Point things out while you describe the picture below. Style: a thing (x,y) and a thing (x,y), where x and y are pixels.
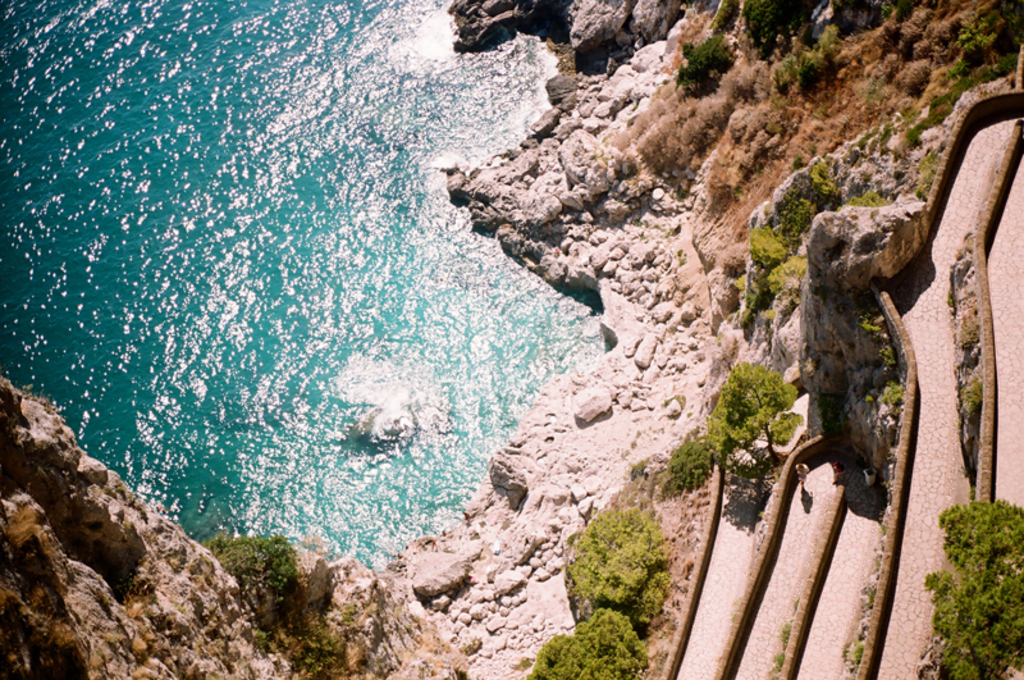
We can see in the image, the water (253,173) is flowing. Beside water (433,125), there are some rocks (601,378) and in some places there is a grass (958,595).
